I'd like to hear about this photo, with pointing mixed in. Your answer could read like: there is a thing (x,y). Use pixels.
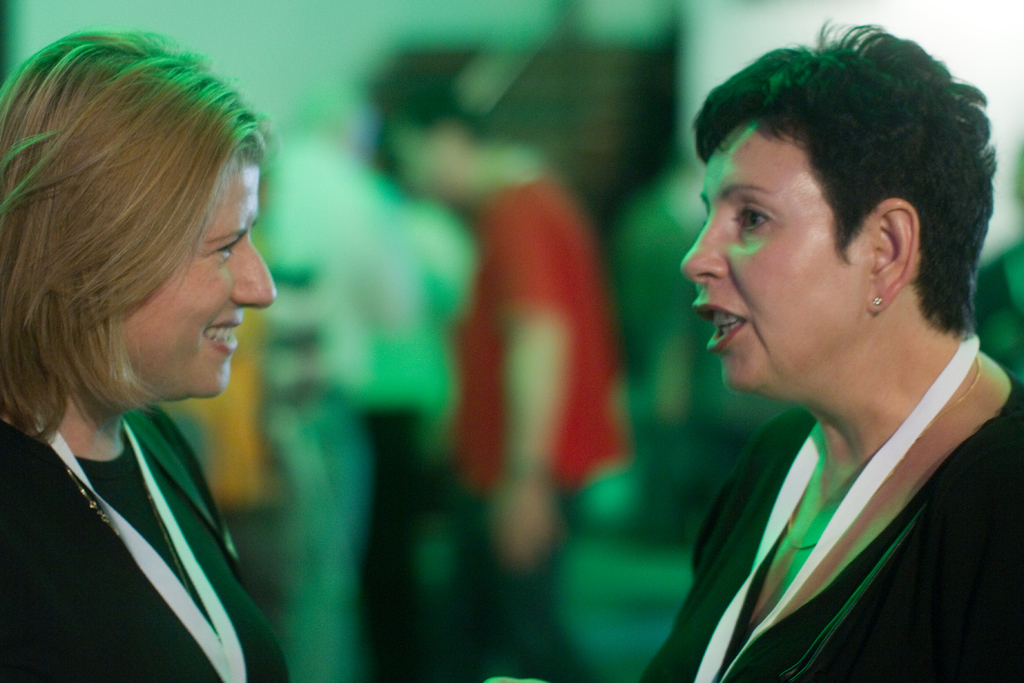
In this image I can see two women (873,507) wearing black colored dresses (720,593) are standing. I can see the blurry background (685,452) in which I can see few persons (573,432) standing and few other objects (580,124).
